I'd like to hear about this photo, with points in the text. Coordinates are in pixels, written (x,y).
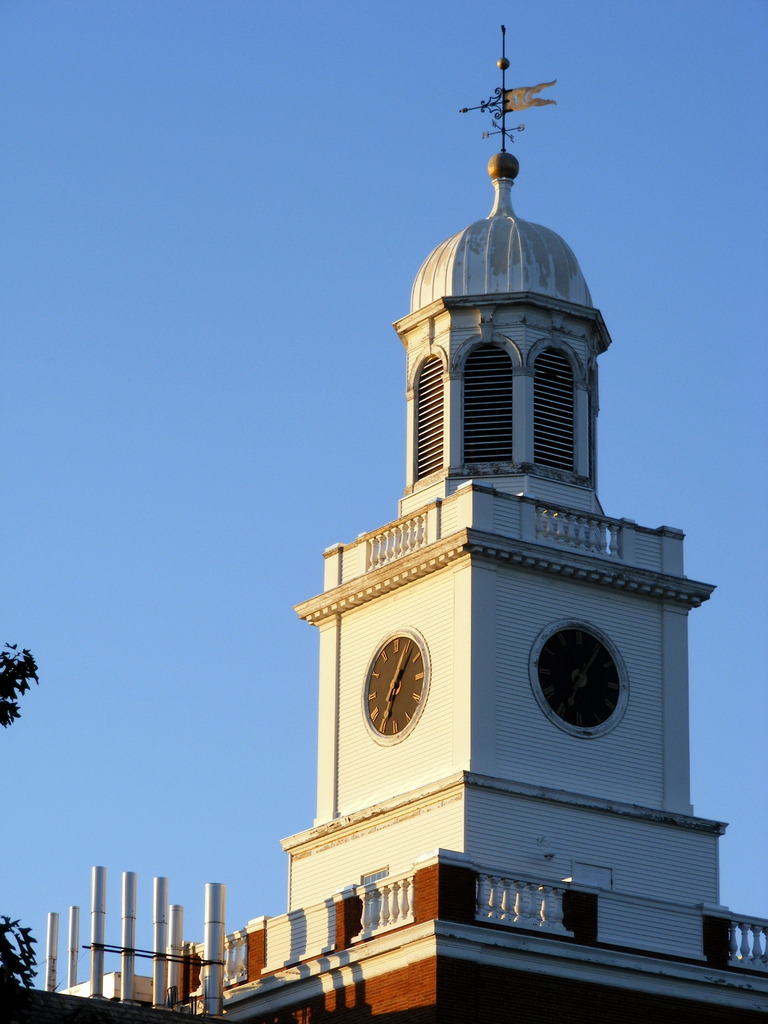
In this image I can see the building (392,885) and I can also see two clocks (390,712) attached to the building (458,756). In the background (117,777) I can see few plants (13,662) and the sky (208,167) is in blue color.
